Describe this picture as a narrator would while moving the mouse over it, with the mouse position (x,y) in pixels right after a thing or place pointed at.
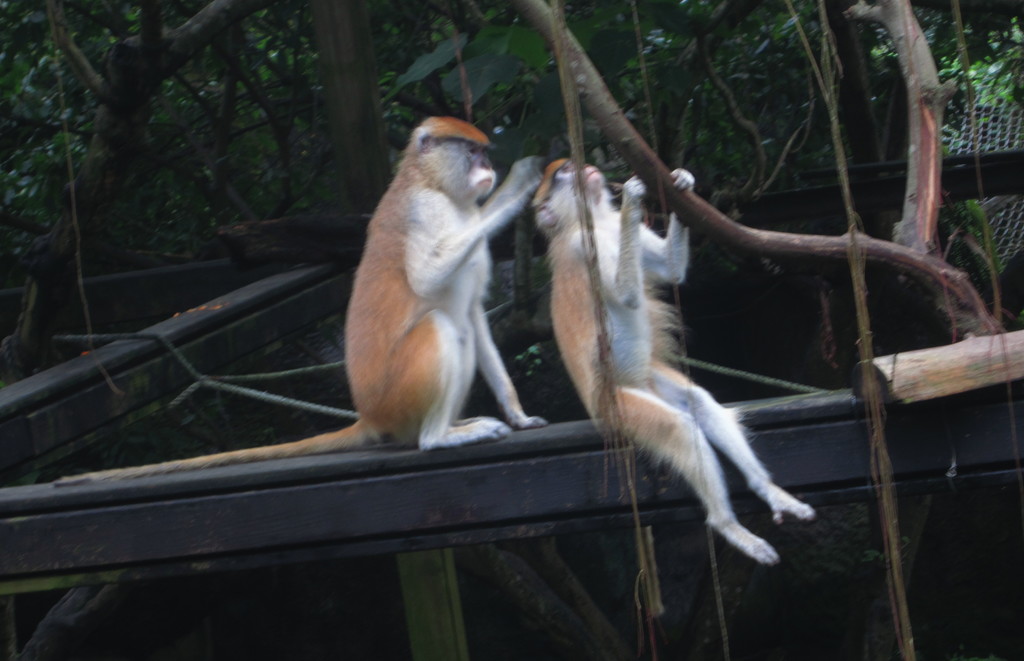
In this image we can see monkeys (357,427), wooden poles (353,482), mesh (1022,223), and branches (213,20).
